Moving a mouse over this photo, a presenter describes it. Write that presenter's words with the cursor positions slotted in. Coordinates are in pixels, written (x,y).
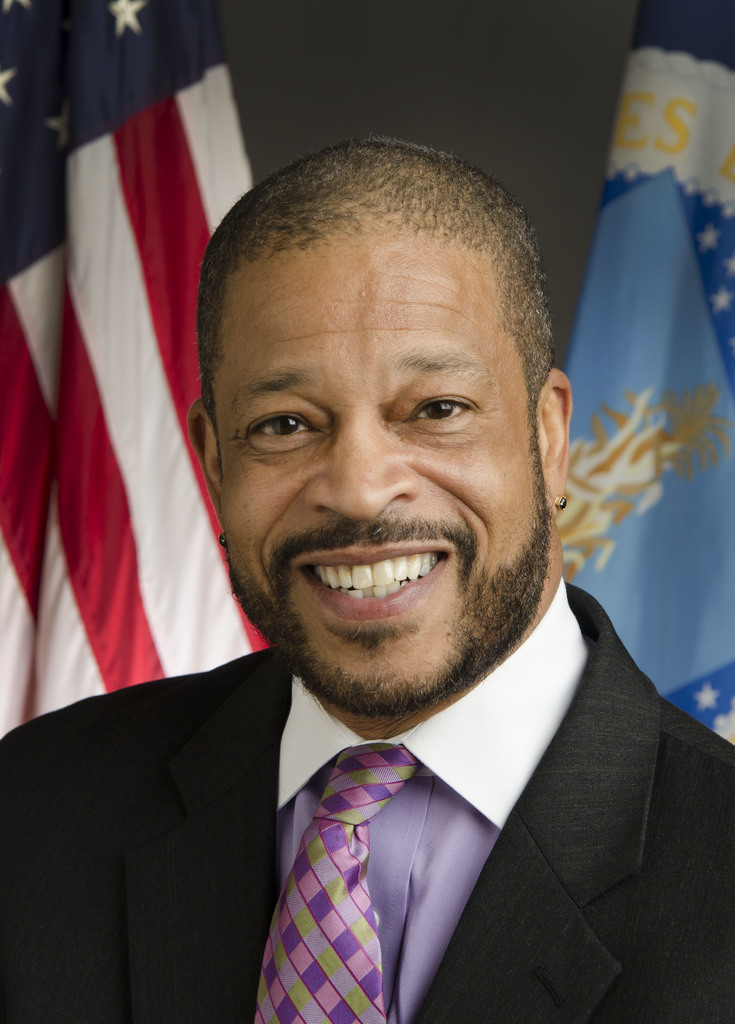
In this image I can see a person (398,503) wearing white shirt (453,746), tie (359,1009) and black blazer (518,872) and in the background (699,497) I can see two flags (602,205).
